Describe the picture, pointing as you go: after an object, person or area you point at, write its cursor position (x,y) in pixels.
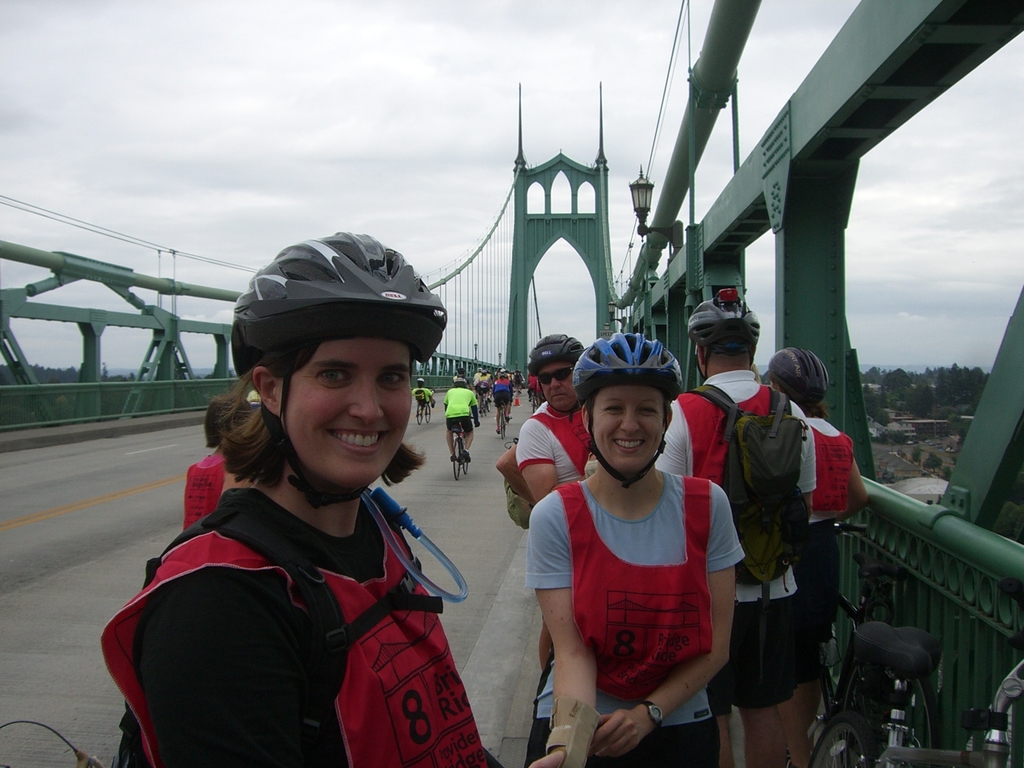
In this image in front (609,434) there are two people (384,714) wearing a smile on their faces (596,423). Behind them there are a few people (785,613) standing on the bridge (991,626). Beside them there are cycles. There are people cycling on the road (479,471). On the right side of the image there is a light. There are buildings (900,425). In the background of the image (874,405) there are trees (915,407) and sky (251,119).
